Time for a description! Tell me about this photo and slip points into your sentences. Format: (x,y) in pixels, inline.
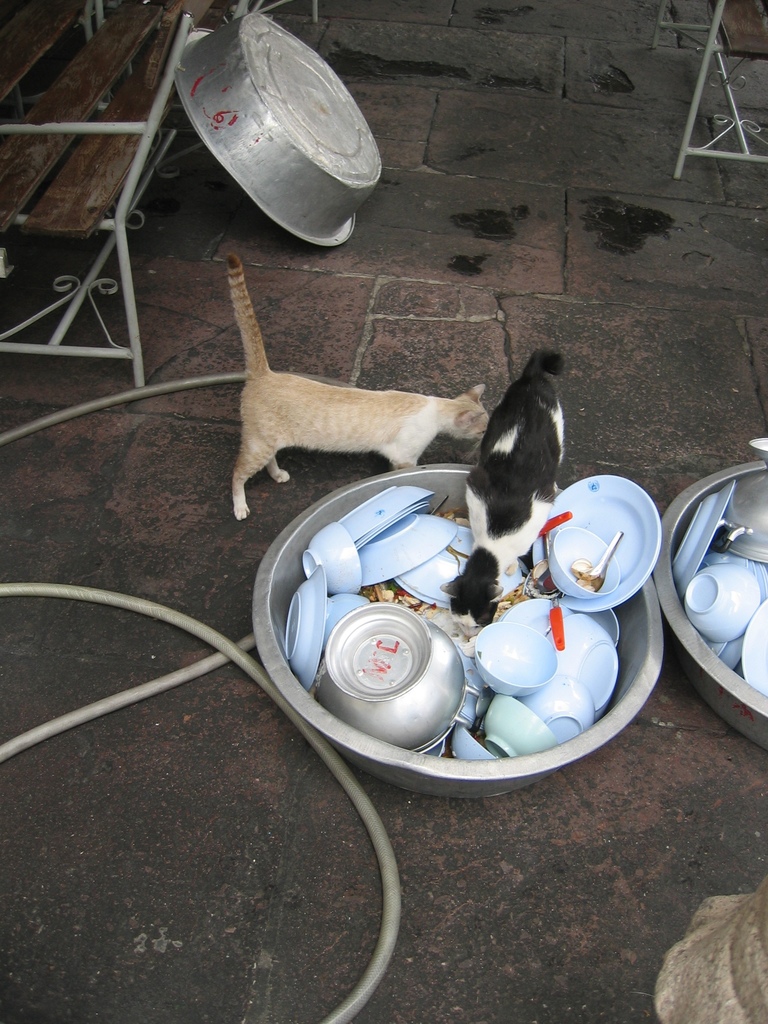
In this picture I can see there are two cats (498,520) and there is a vessel (464,494) here with some empty bowls (507,619) and food (521,587). In the backdrop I can see there are vessels (207,116).
